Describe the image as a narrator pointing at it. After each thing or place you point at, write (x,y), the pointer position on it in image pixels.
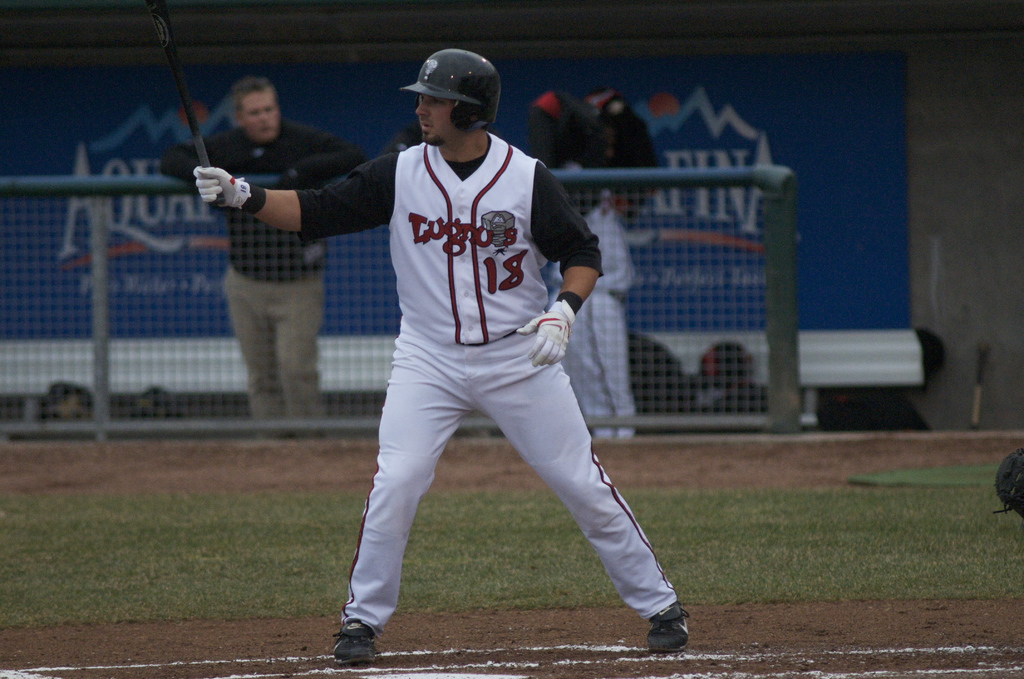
In the foreground of this image (510,248), there is a man (518,236) standing on the ground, holding a bat (191,117) and wearing a helmet (473,85) to his head (485,111). In the background (739,552), there is grass (832,530), fencing (716,236), two men (585,153) standing behind it, chairs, a banner (726,118) and a wall (931,148).
